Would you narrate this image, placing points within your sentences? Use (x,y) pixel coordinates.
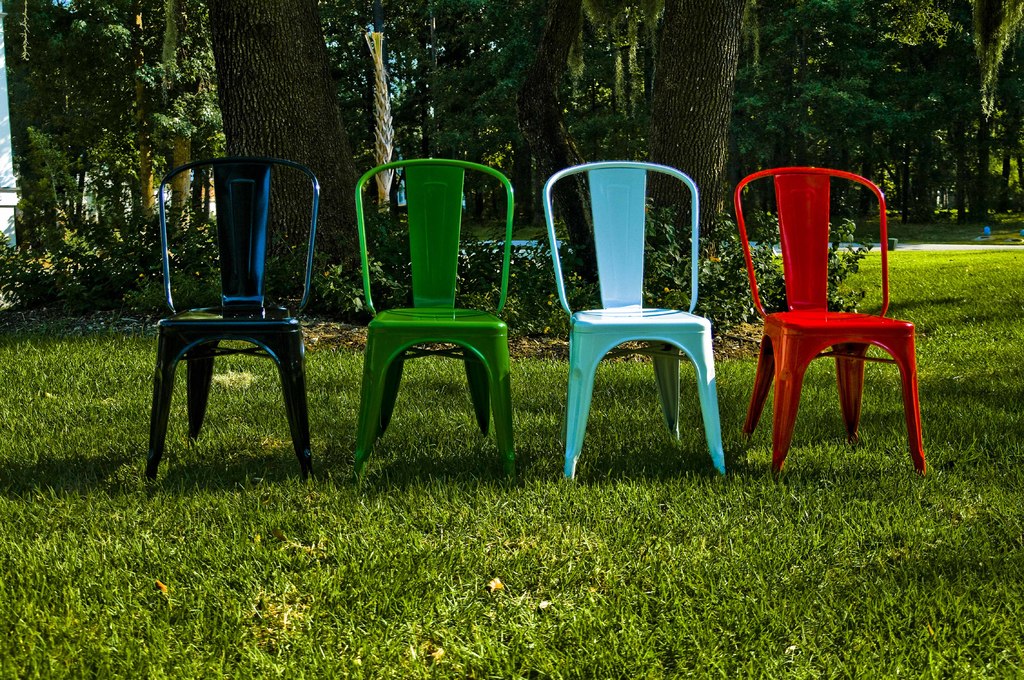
In this image I see 4 chairs (169,383), which are of dark blue, green, light blue and red in color and they are on the grass (6,625). In the background (1008,20) I see plants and trees (39,74).
